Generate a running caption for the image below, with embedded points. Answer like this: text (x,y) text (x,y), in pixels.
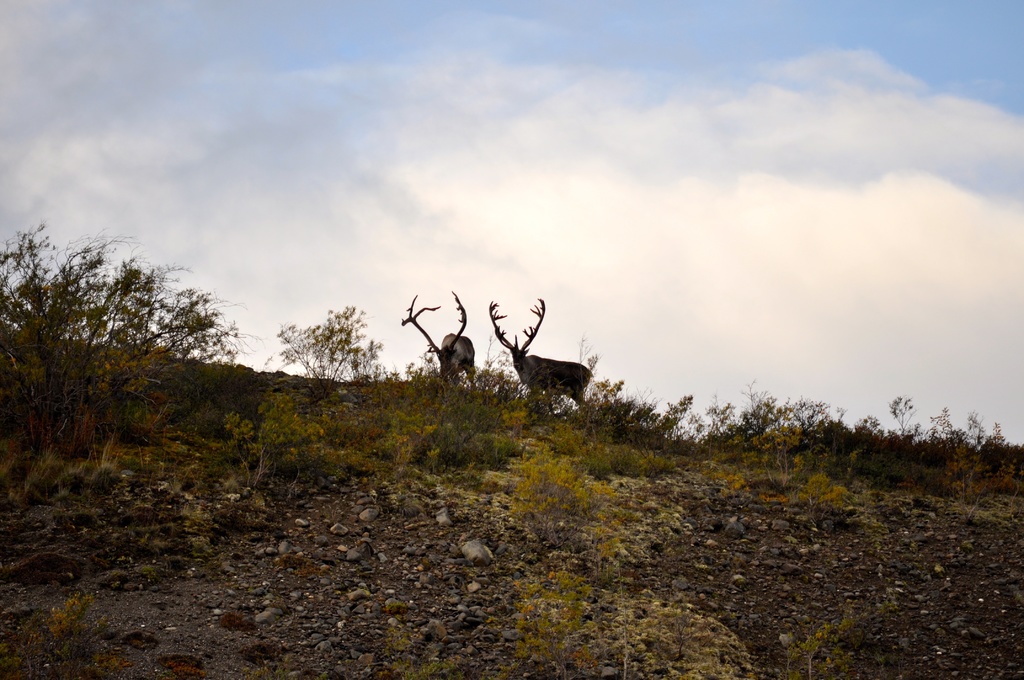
In this image we can see plants (439,386), animals (470,353) and other objects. At the bottom of the image (332,567) there are stones (347,606), plants (598,647) and the ground (752,555). At the top of the image (329,110) there is the sky (315,180).
